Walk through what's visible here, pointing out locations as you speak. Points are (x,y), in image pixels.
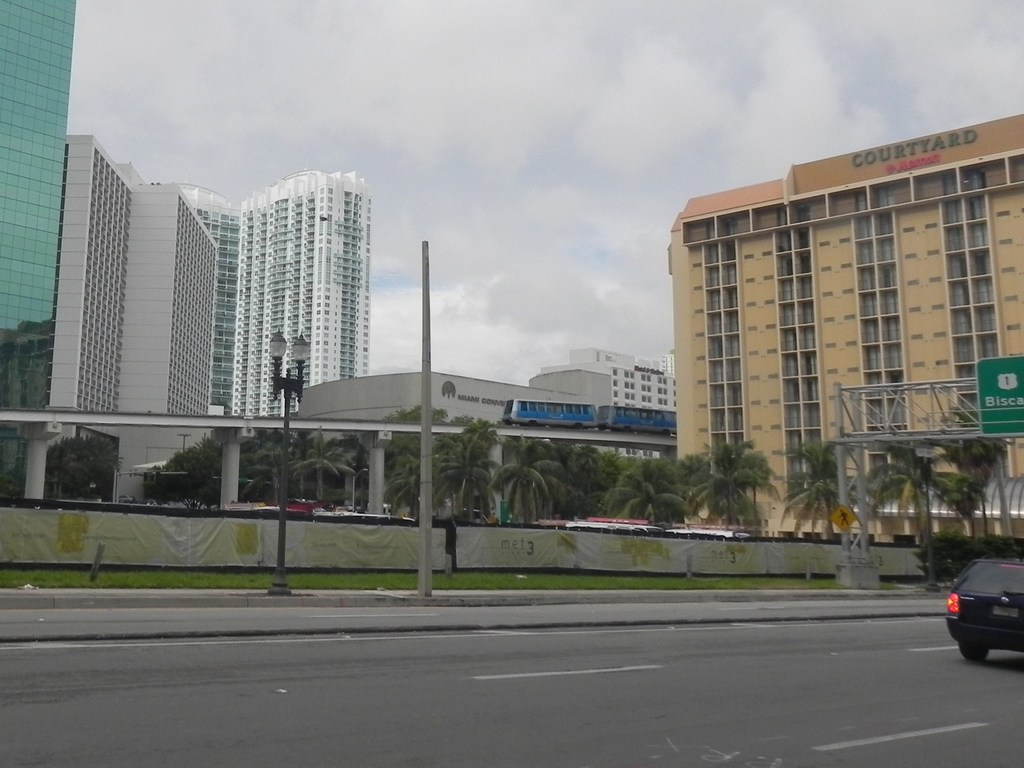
In this image we can see road (906,690) and a car (961,606) moving on road (459,608), there is grass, board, there are some trees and in the background of the image (12,368) there are some buildings (446,374) and top of the image (539,139) there is cloudy sky (584,176).
